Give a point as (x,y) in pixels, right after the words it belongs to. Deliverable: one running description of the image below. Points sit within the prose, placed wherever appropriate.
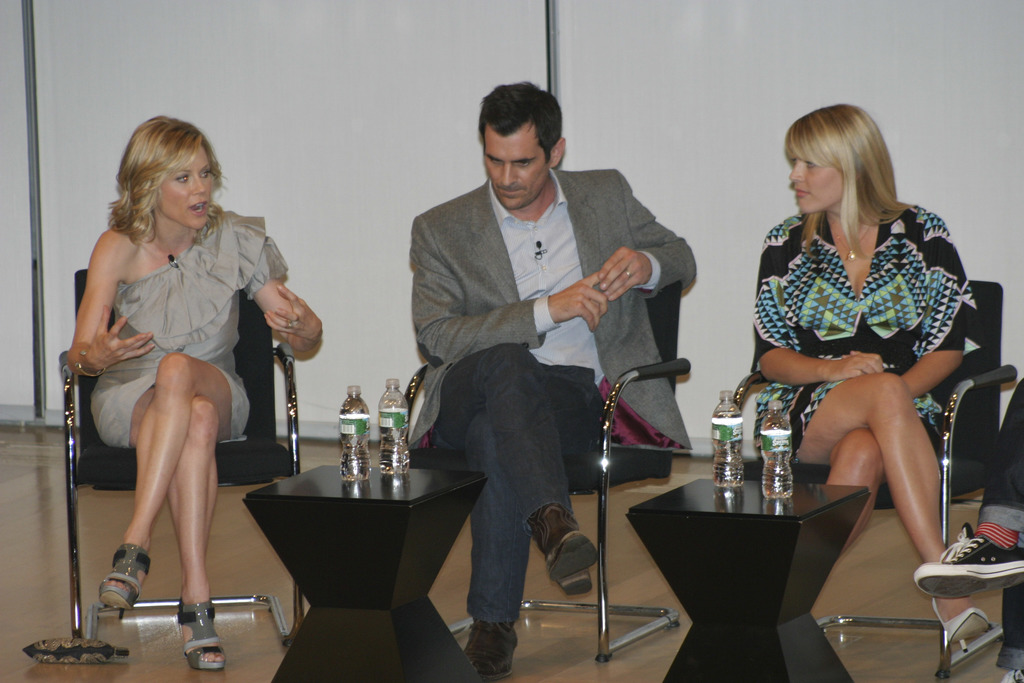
In this picture three people (479,195) are sitting on a chair (964,381) with black tables (432,496) in front of them and two water bottles (773,495) on top of it.
